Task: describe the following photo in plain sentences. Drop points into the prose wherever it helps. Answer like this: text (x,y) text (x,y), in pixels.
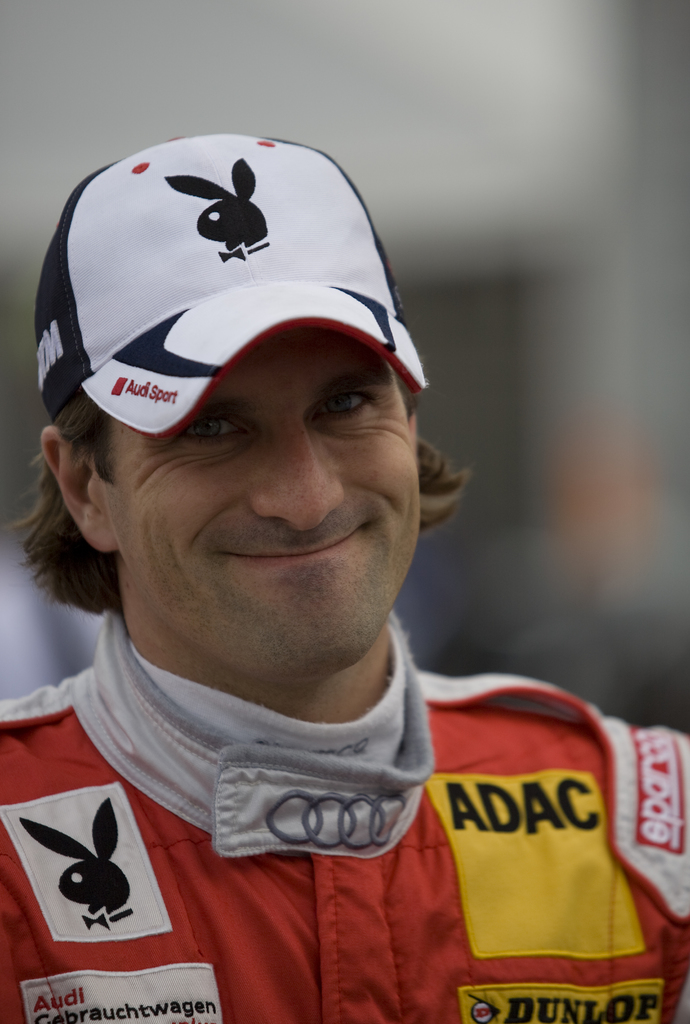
There is a person (367,802) in red color suit (314,913), wearing a cap (273,313) and smiling. And the background (648,628) is blurred.
